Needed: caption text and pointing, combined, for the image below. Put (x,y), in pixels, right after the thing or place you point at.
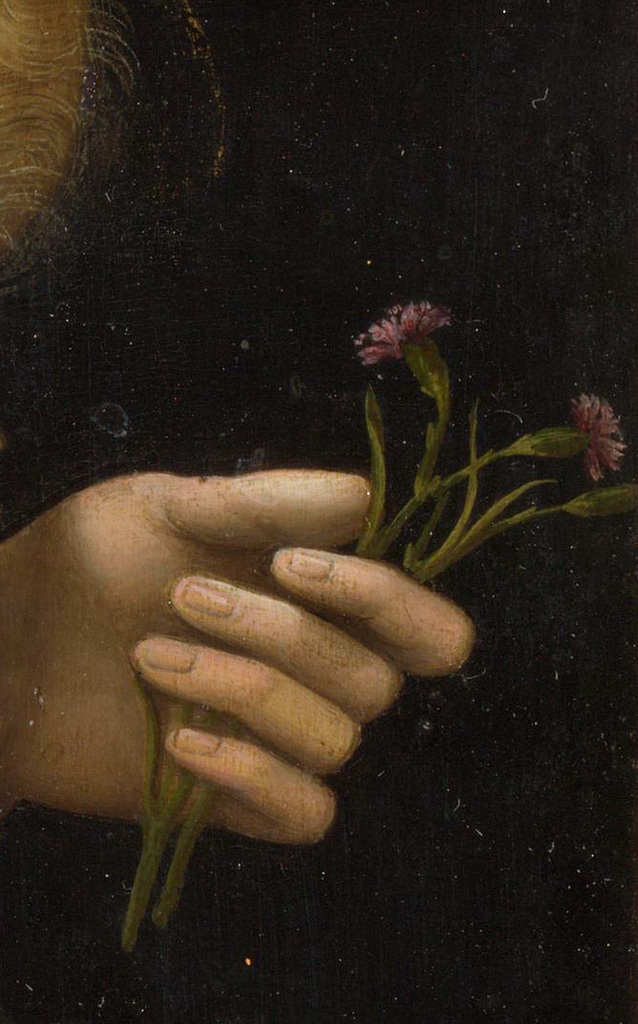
This is an edited image. In the center of the image (316,515) there is person's hand (297,582) holding flowers (575,448).
